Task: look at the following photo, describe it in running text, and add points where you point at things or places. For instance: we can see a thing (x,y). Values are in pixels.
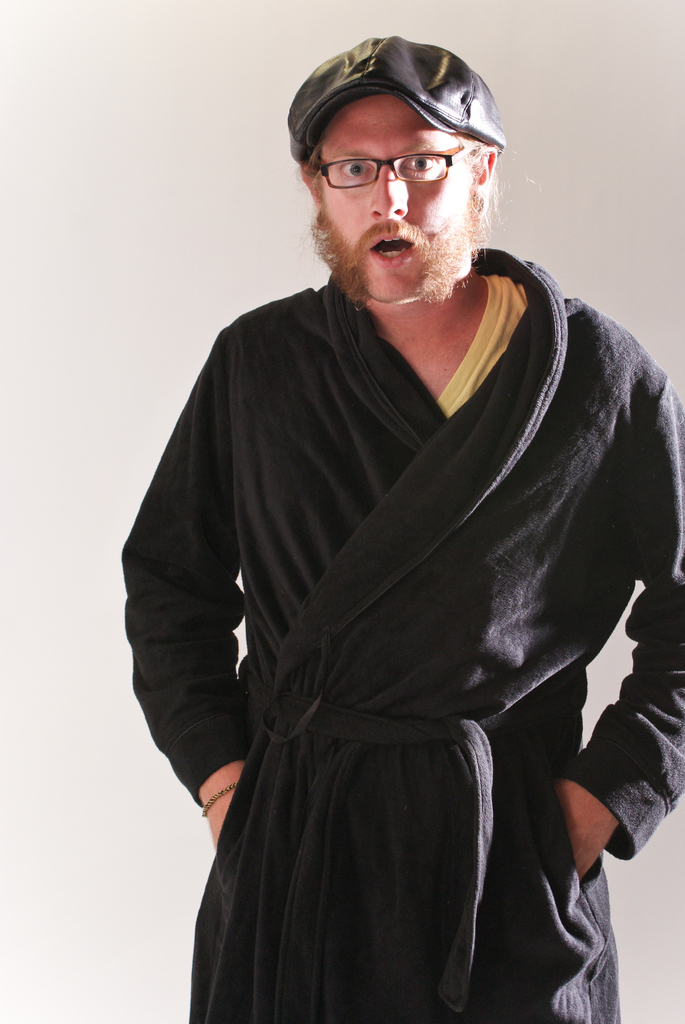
In this image I can see the person (584,1011) standing and the person (199,469) is wearing black color dress (497,955) and I can see the white color background (56,983).
